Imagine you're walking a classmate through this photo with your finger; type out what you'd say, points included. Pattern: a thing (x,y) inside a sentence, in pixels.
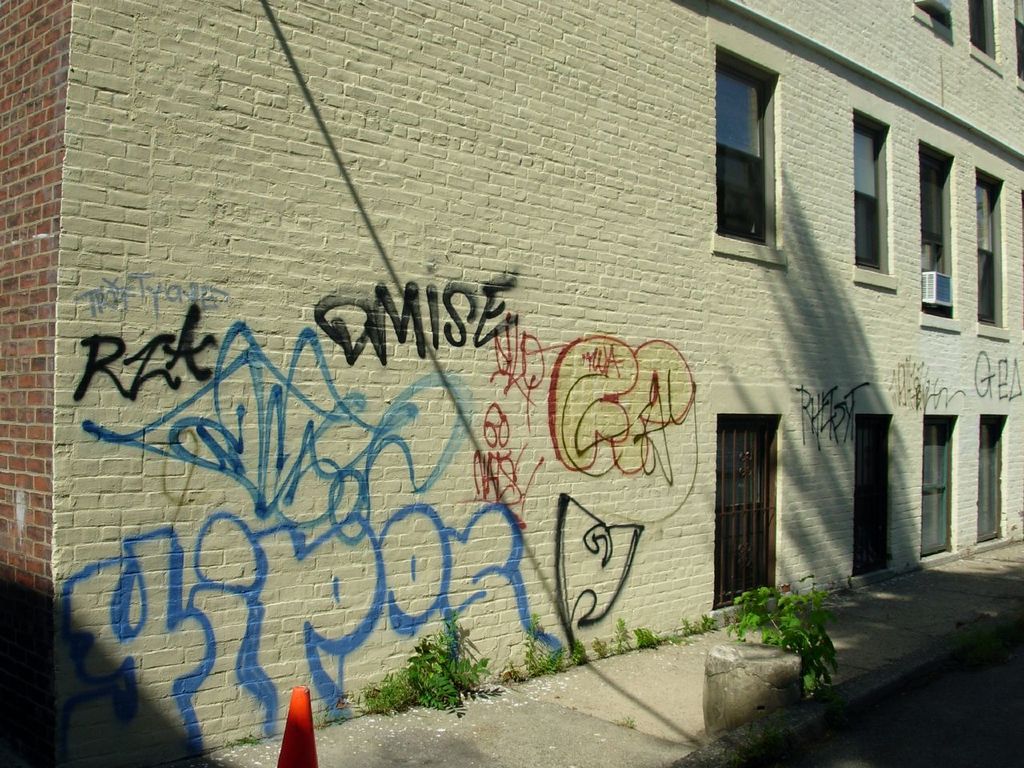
In this picture we can see one building (621,351), something is written on the wall (246,552) and we can see few windows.
